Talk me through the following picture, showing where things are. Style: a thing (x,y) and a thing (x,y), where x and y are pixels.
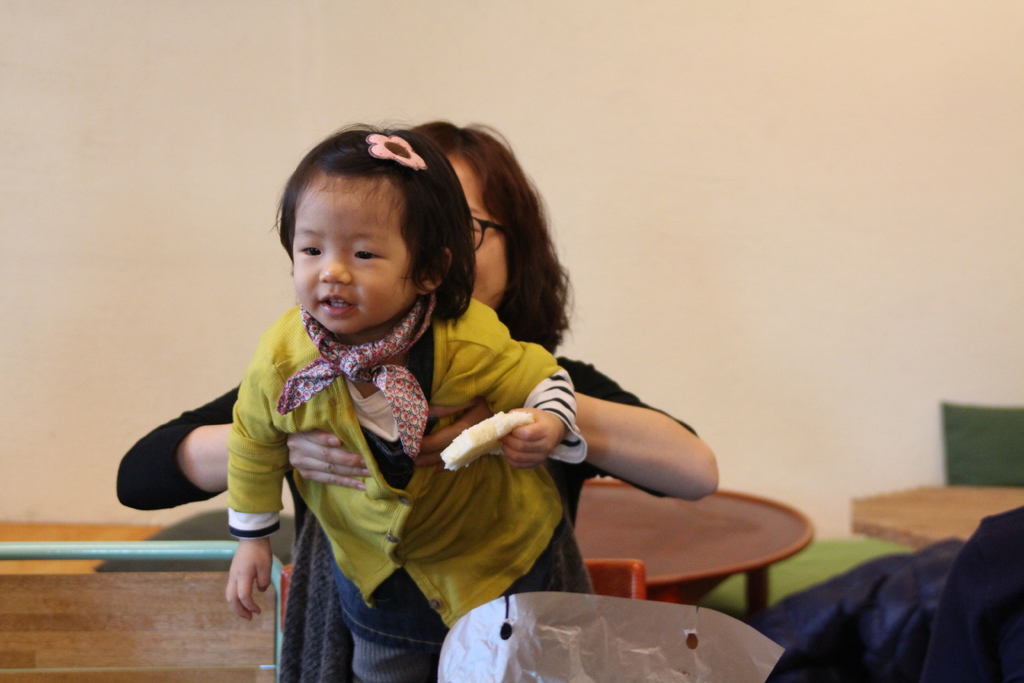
In this picture we can see a woman (490,281) and a kid (449,332), this kid (409,401) is holding something, there is a table (763,550) in the middle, in the background (737,288) we can see a wall (685,161), it looks like a cloth (937,549) at the right bottom (932,611).
